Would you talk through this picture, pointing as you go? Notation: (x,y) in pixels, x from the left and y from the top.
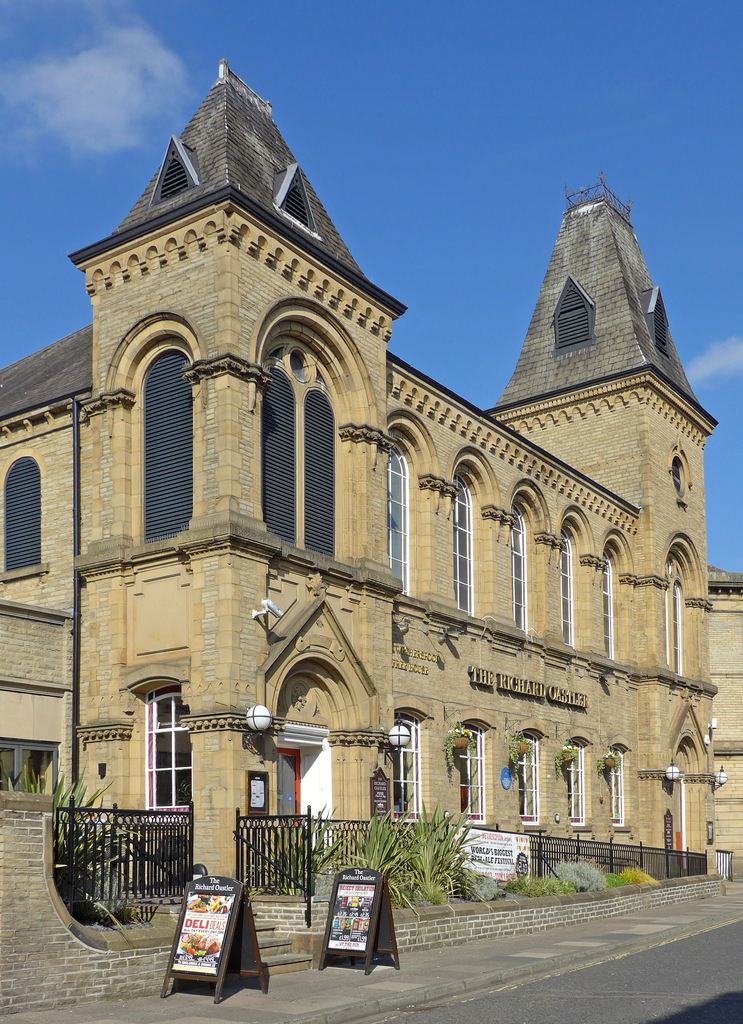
In this image we can see sky (145,80) with clouds (74,138), building (352,442), pipeline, cc camera (273,610), name board (560,698), grills (158,843), advertisement boards (380,905), plants (400,863) and shrubs (537,879).
